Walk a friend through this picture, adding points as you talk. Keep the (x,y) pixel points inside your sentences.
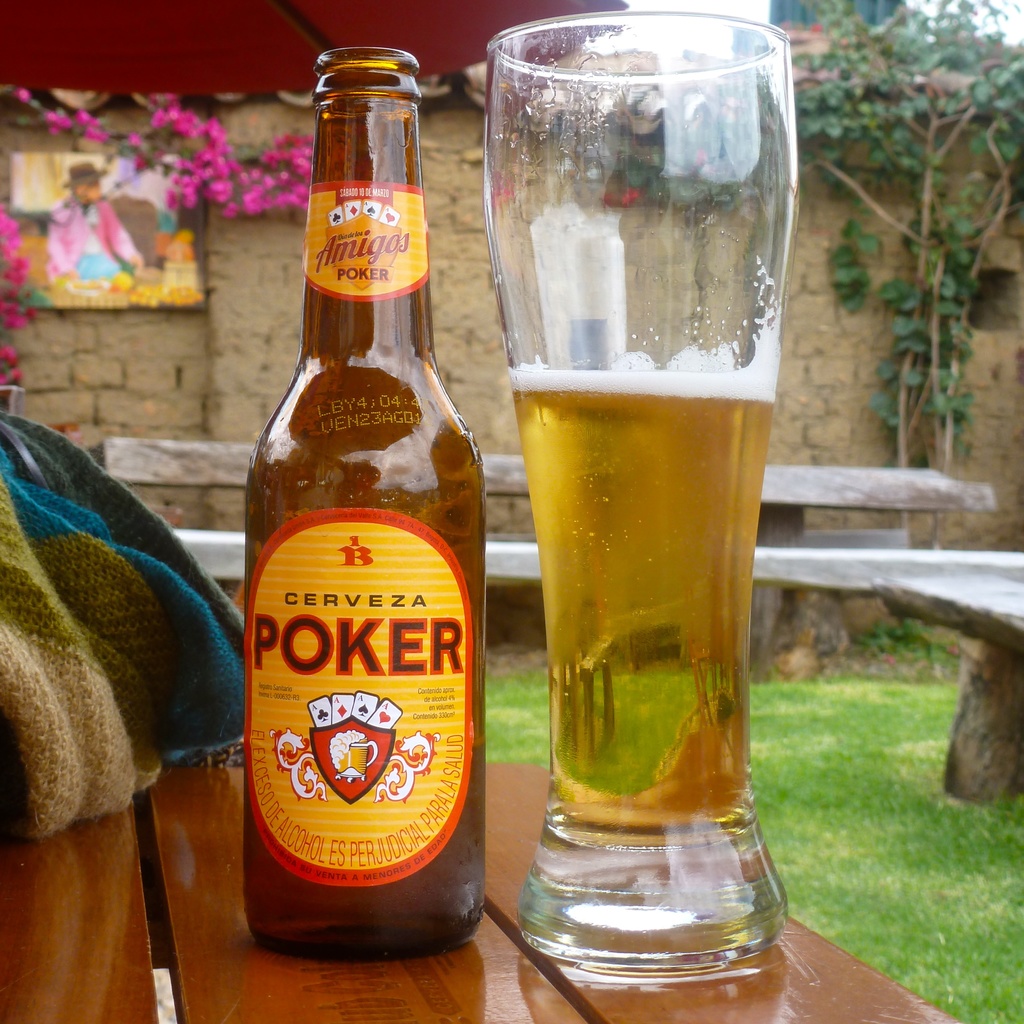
There is a beer bottle (420,941) and a beer glass (585,942) on the table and the right side of an image (908,370) there is a tree (918,356) behind that there is a tree (900,347). left side of an image (178,273) there is an art (191,276) and flowers (208,195).
